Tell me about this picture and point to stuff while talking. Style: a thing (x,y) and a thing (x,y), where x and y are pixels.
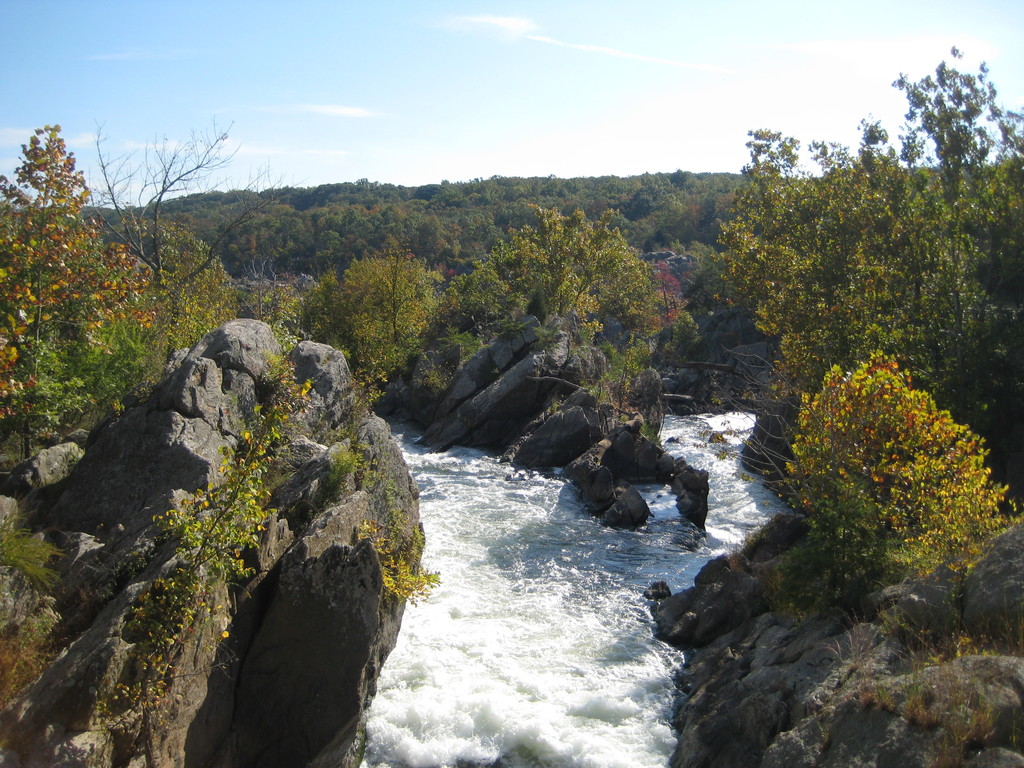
In this picture we can see water river (510,660), around we can see some rocks (275,507) and trees (226,501).
